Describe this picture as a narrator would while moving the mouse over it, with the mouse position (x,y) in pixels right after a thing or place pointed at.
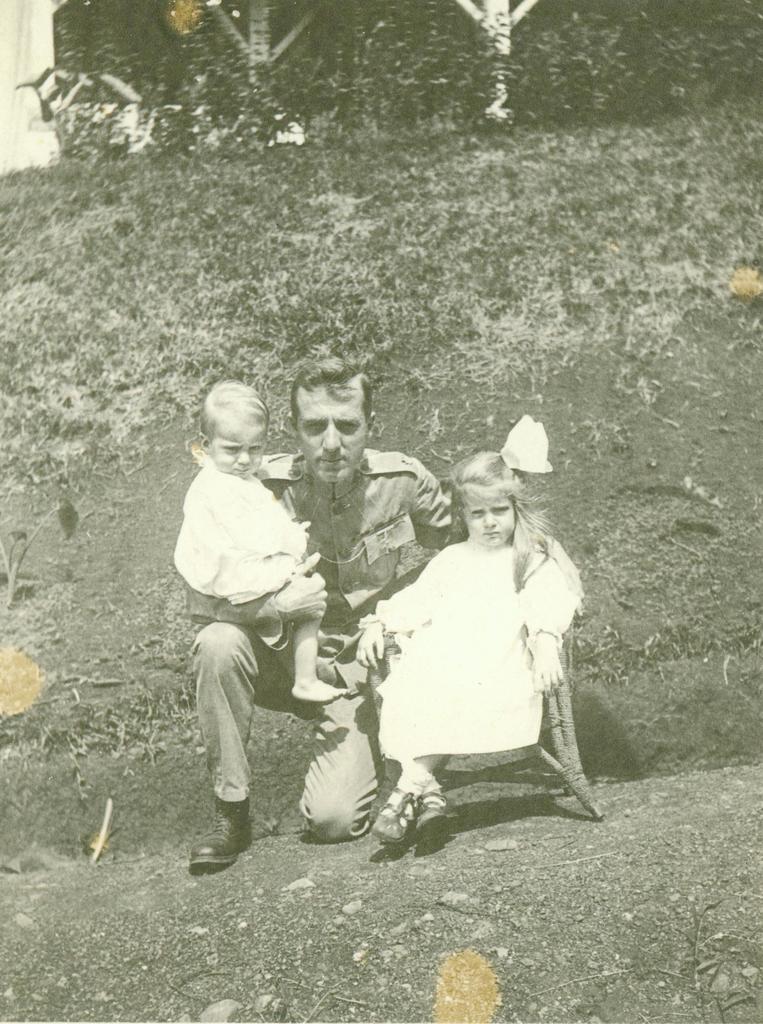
In this picture I can see a girl (483,663) seated on the chair (558,760) and I can see a man (309,533) holding a kid (251,536) in his hand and I can see trees (254,135) and grass (382,317) on the ground (21,201) and looks like a building (20,63) on the top left corner (11,22).
